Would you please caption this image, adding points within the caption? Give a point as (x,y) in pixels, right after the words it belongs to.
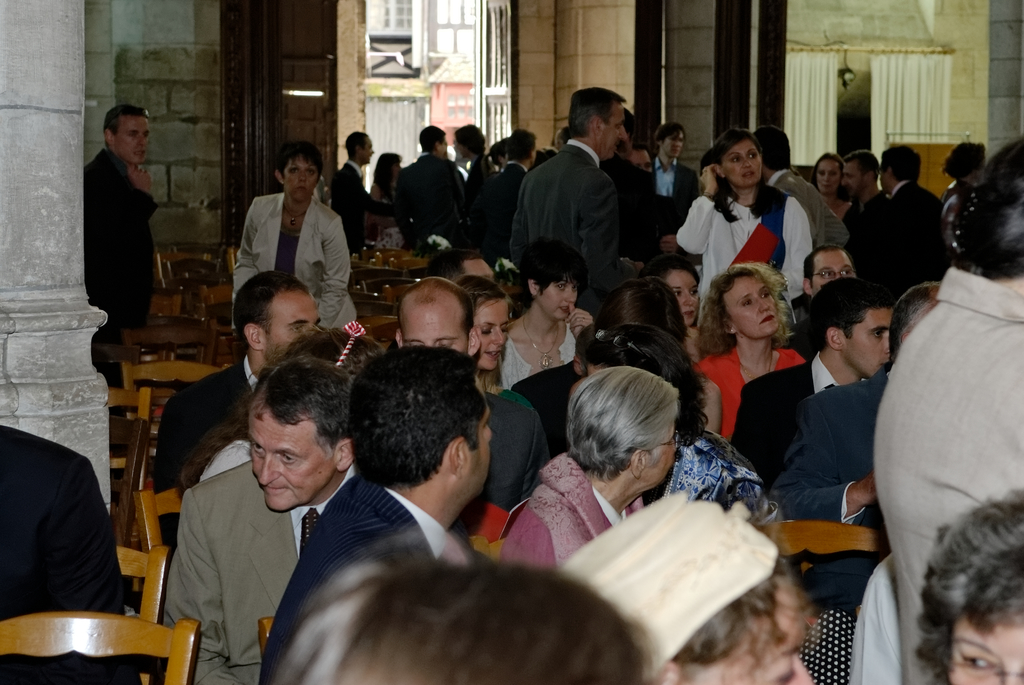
In this image we can see some people (449,351) are sitting on the chairs (152,358), one building (411,56), two curtains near the wall (852,45), some people (606,184) are standing, some chairs (182,268), one light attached to the wall (862,75), one pillar (1013,86), one wooden object (935,153) near to the curtain (946,132) and one door (501,26) at the entrance (395,92).
